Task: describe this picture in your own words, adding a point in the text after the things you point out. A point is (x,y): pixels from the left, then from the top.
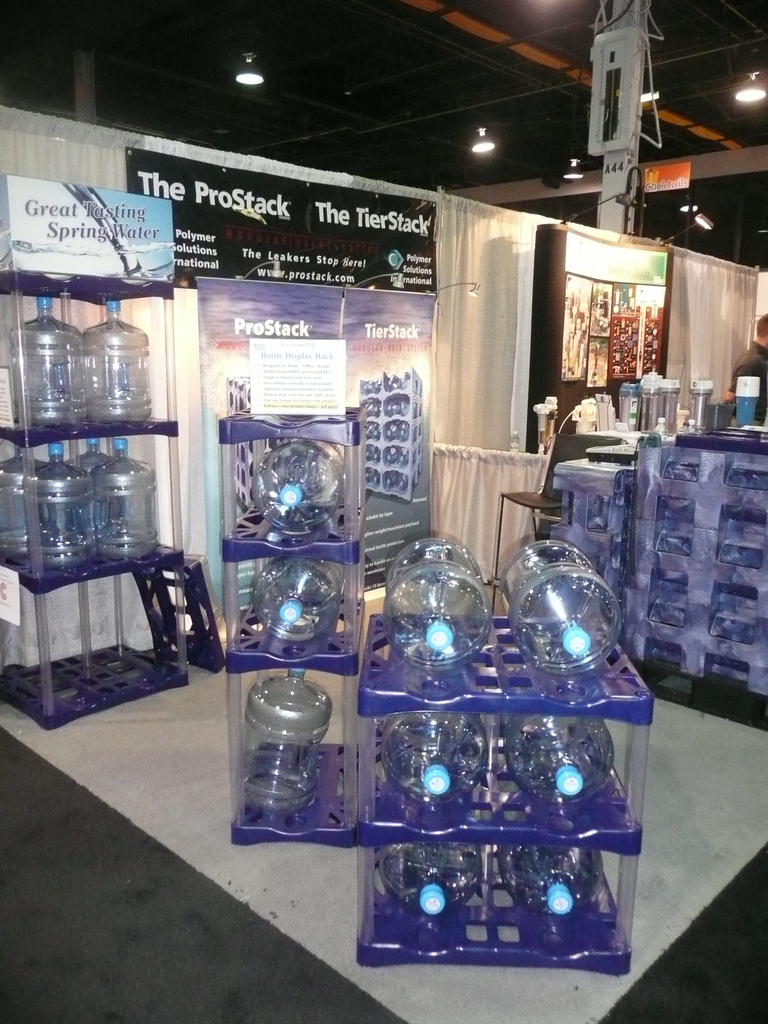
In this picture there is a floor (164,808) where we have some water cans (475,611) in the shelf (4,694).
